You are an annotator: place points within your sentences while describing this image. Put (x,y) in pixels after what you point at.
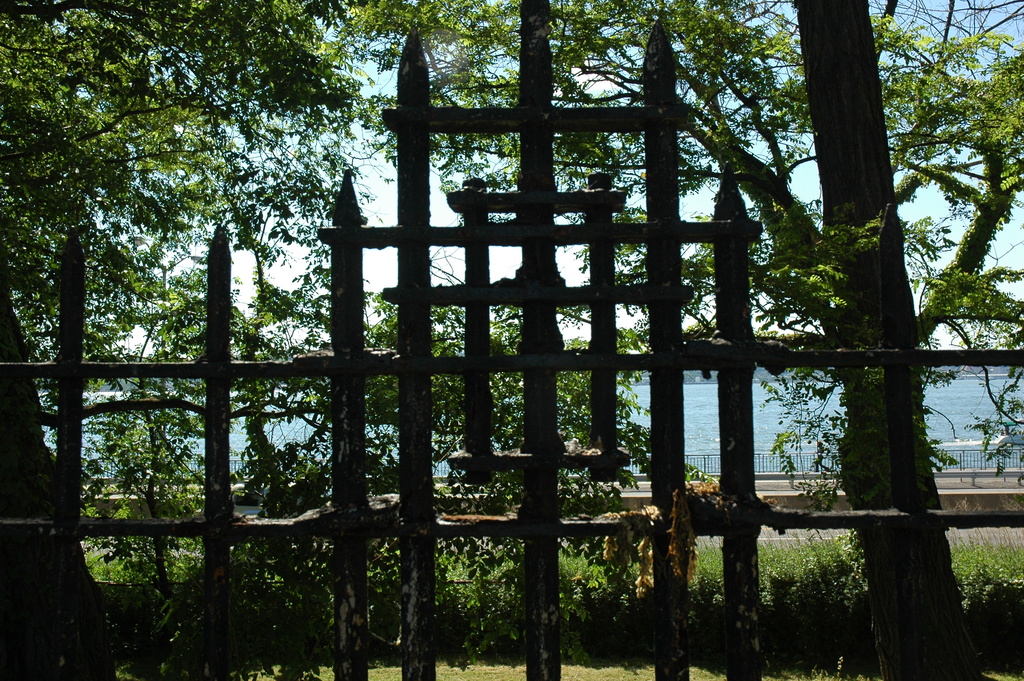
In this image there is the sky (389,206) towards the top of the image (910,3), there is water (781,388), there are trees (788,190), there are plants (839,581), there is grass (586,669) towards the bottom of the image (602,672), there is an object (416,664) that looks like a fence (903,493), there is a tree trunk (856,240) towards the right of the image (868,297).
